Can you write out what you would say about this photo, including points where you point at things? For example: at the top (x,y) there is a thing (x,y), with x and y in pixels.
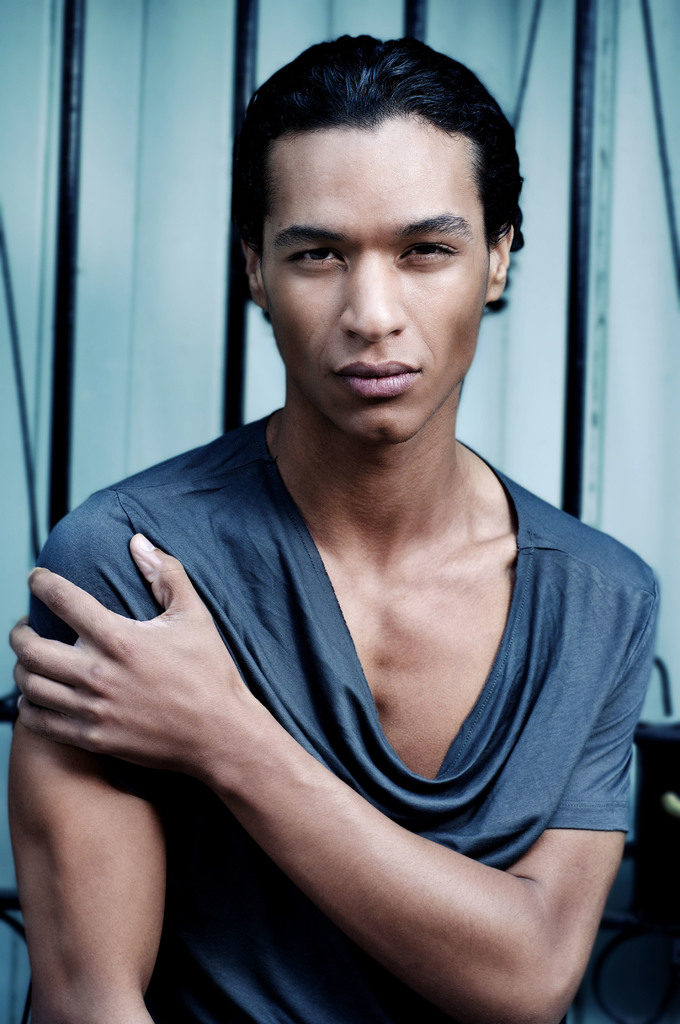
In this image I can see a man (409,698), he is wearing a t-shirt (302,725).
